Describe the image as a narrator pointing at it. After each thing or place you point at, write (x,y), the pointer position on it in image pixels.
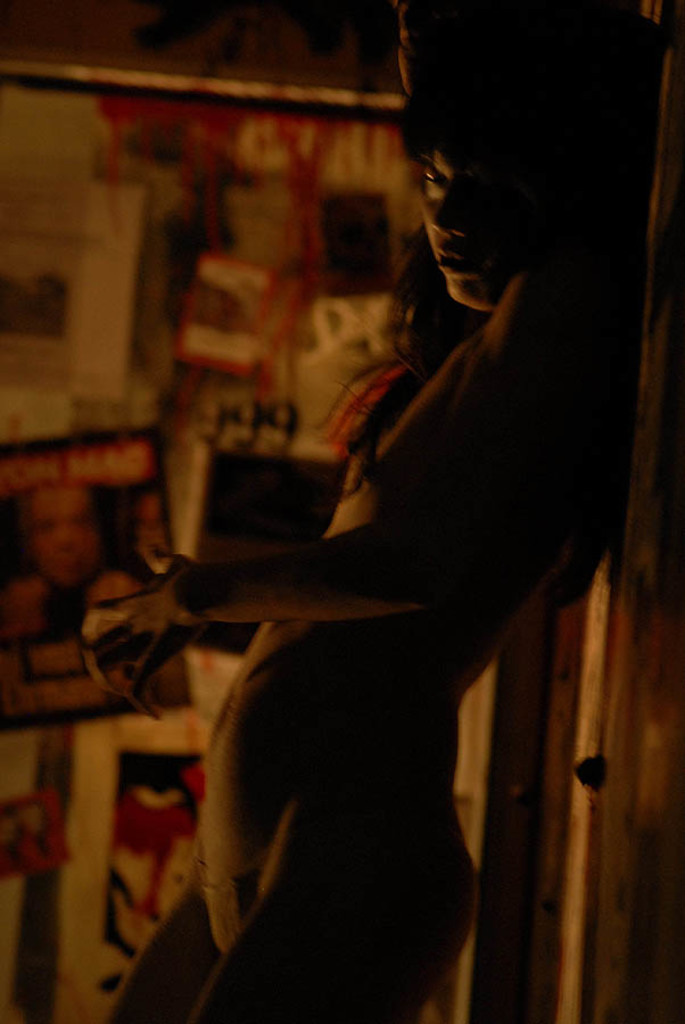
In this image I can see a person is standing on the right hand side of the image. The background (148,877) is blurred.
